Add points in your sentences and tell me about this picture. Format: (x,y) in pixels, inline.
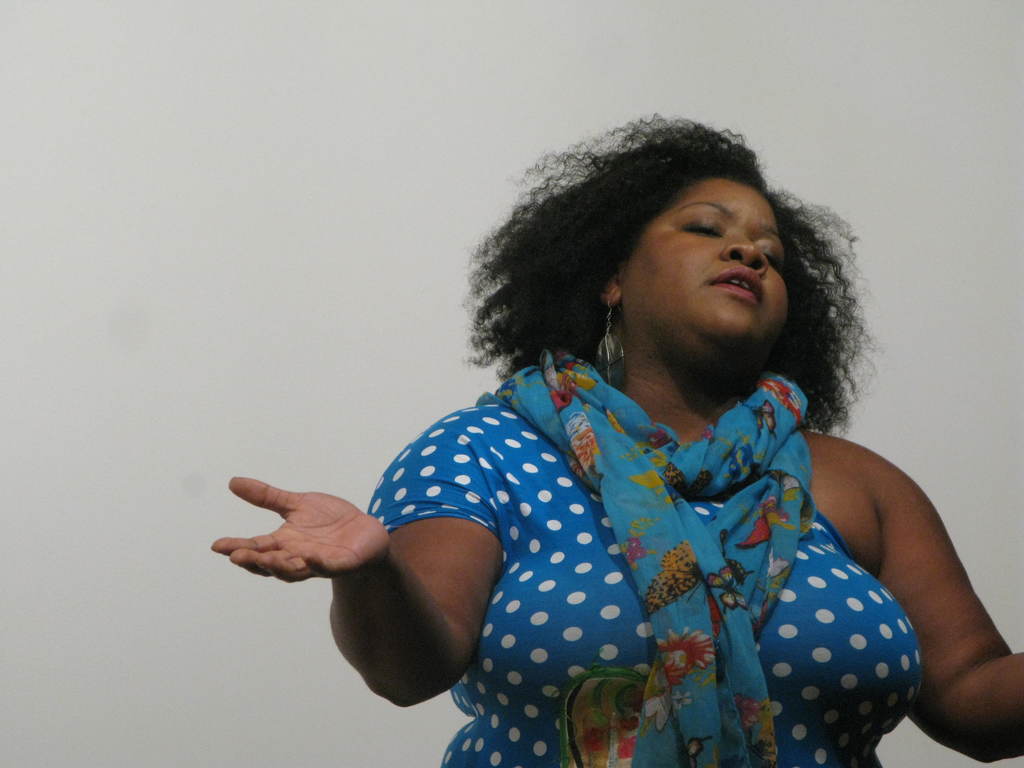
In this image, we can see a person (639,483) wearing clothes (613,536) and scarf (584,422).
